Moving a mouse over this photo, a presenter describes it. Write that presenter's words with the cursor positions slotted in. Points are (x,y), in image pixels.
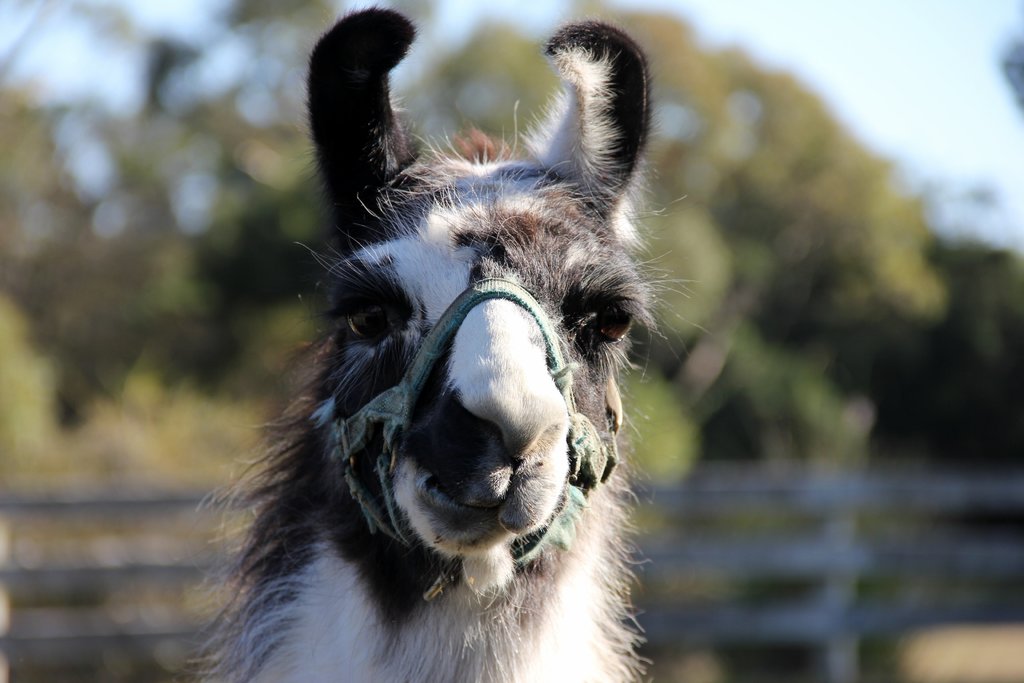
In this image I can see a animal (397,366) which is white and black in color and I can see it is tied with a belt (400,392). In the background (792,603) I can see the fencing (749,553), few trees (207,285) and the sky (861,37).
